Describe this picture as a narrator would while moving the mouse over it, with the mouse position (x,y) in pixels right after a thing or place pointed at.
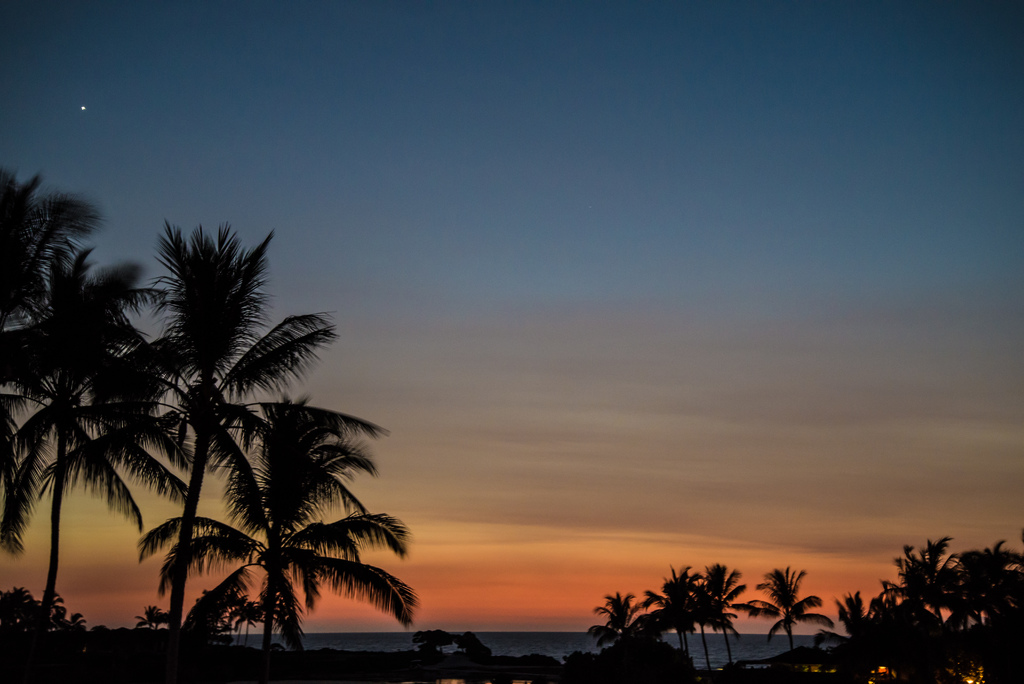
These are the trees (904,640). This looks like a house (828,670) with the lighting's (880,673). I think this is the sea (408,635).
